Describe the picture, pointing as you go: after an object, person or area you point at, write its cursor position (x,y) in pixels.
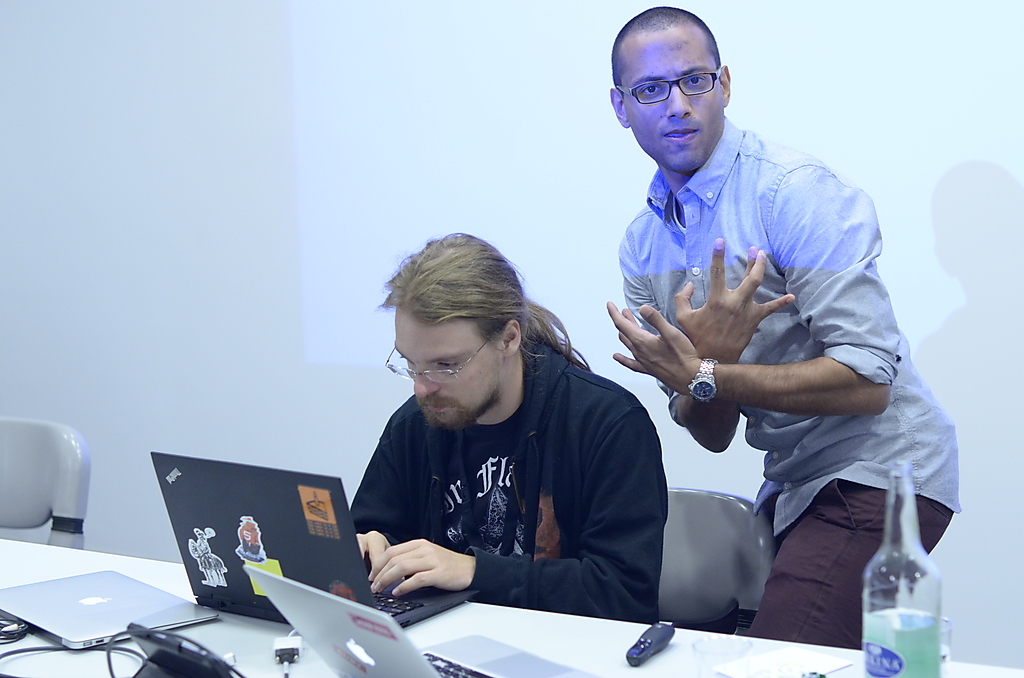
In this picture we can see two men (429,418) wore spectacles (450,370) and a man (499,537) sitting on a chair (668,534). In front of them we can see the table (418,637) with laptops (128,576), cables (291,634), bottle (898,562) and some objects (929,628) on it. In the background (229,135) we can see the wall (265,141).
